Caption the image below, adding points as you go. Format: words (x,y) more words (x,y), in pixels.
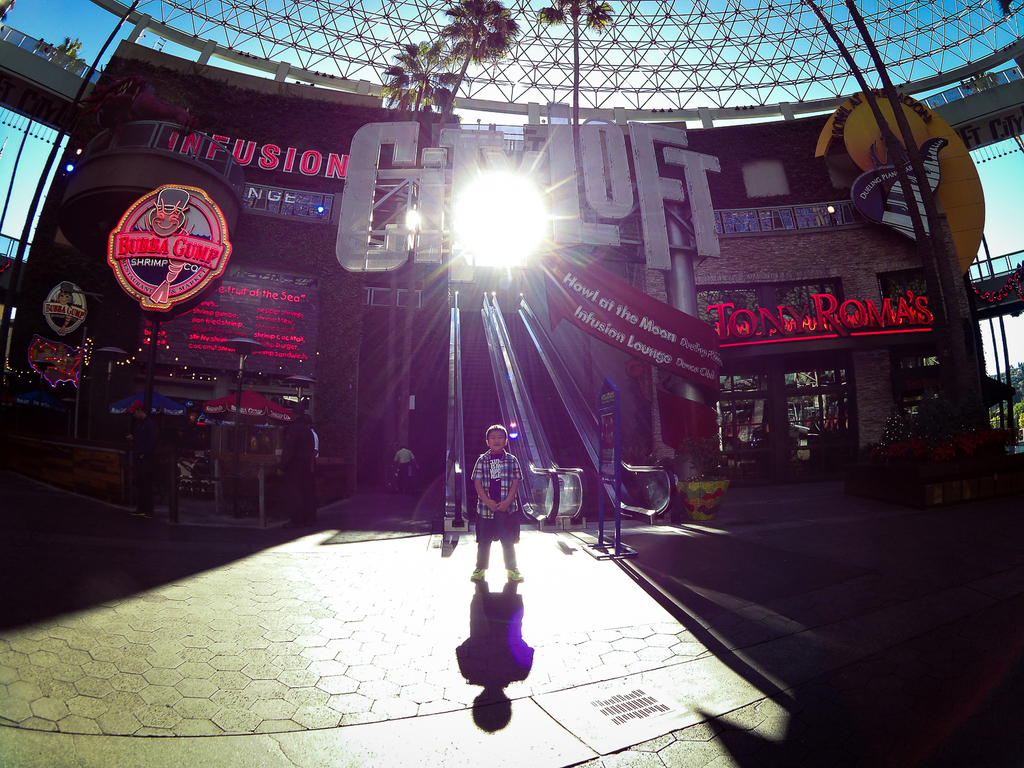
In this image in the middle (517,508) a boy (504,488) is standing. In the background (396,299) there is a building (338,117), banners (645,346), trees (467,47), bridges (53,80) in the back (30,296). This is the roof (383,67).
